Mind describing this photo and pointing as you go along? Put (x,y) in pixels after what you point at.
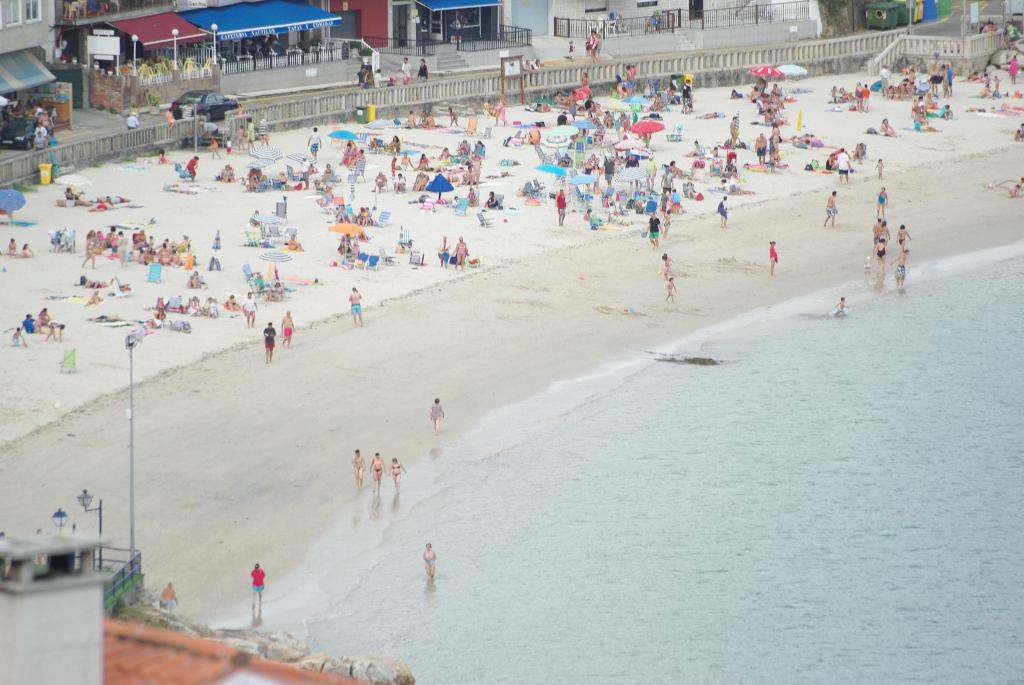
There is a crowd (321,174) present in the beach area (535,120) as we can see in the middle of this image (523,293). We can see the surface of water (718,533) at the bottom of this image (676,593). There are buildings (276,53) at the top of this image (356,22). We can see a pole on the left side of this image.
